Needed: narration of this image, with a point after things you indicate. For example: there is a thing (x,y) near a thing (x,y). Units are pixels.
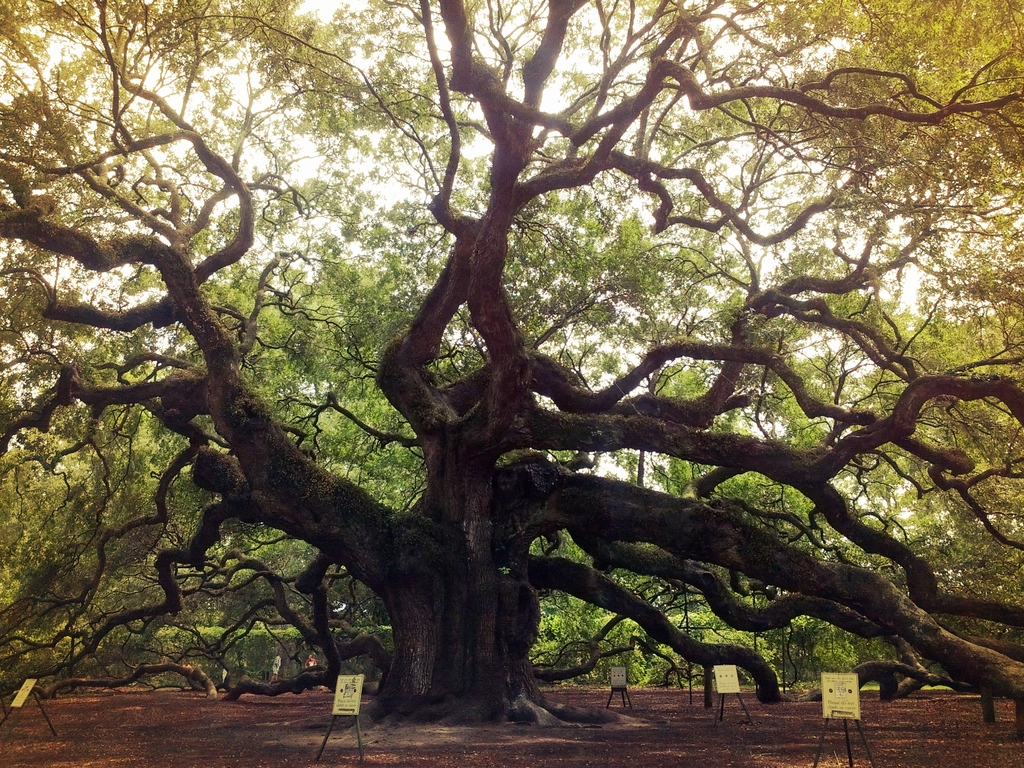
In this picture I can see a tree (494,441). I can see a few wooden stand boards (838,703).
